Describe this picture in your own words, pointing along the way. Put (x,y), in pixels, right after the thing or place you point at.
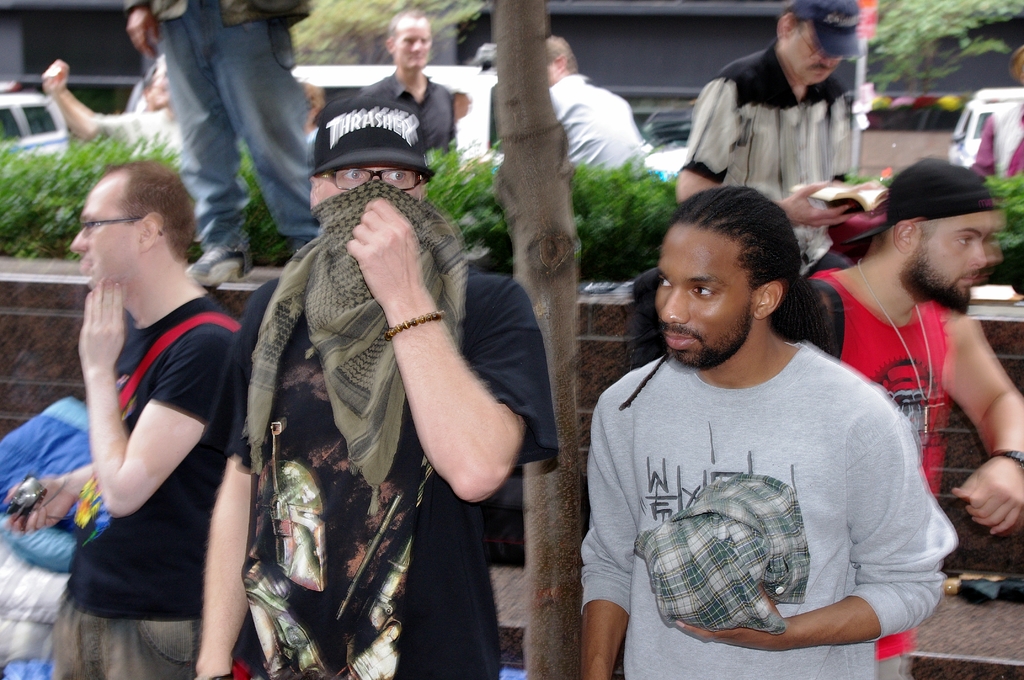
In this image I can see number of people (144,394) are standing. I can see most of them are wearing caps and here I can see few of them are wearing specs (112,221). I can also see plants (69,246), vehicles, trees (497,100) and I can see this image is little bit blurry.
